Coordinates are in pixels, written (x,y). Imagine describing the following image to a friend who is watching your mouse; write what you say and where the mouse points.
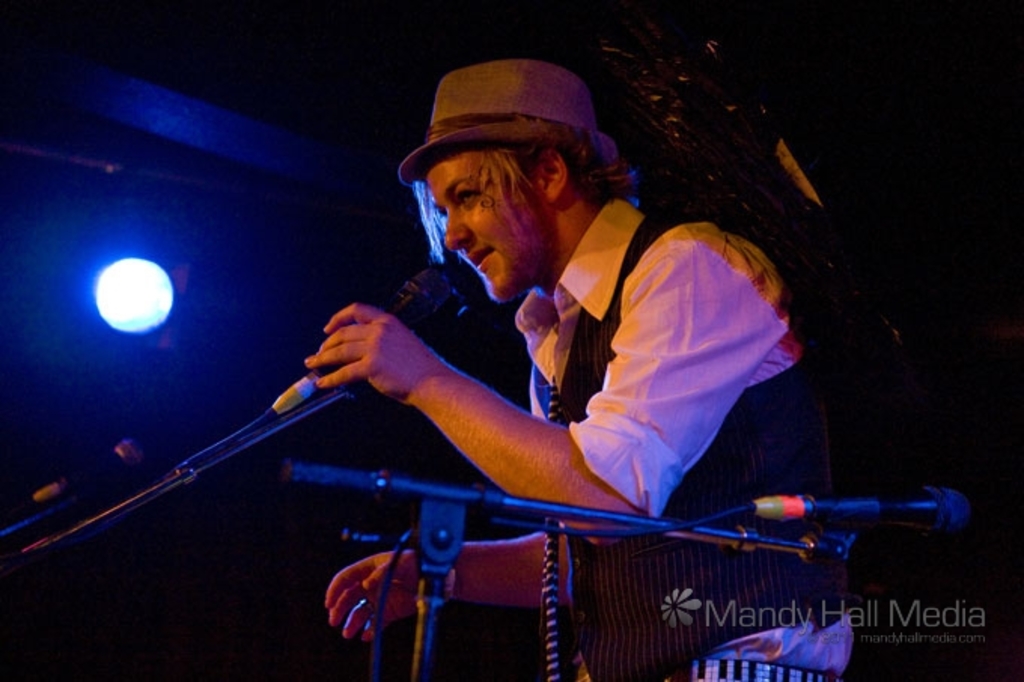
On the bottom right (813,620), there is a watermark (927,637). On the right side (725,300), there is a person (698,278) in a white color shirt (662,247), holding a mic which is attached to a stand (44,544). In the background (133,323), there is a light (117,292). And the background (34,370) is dark in color.
